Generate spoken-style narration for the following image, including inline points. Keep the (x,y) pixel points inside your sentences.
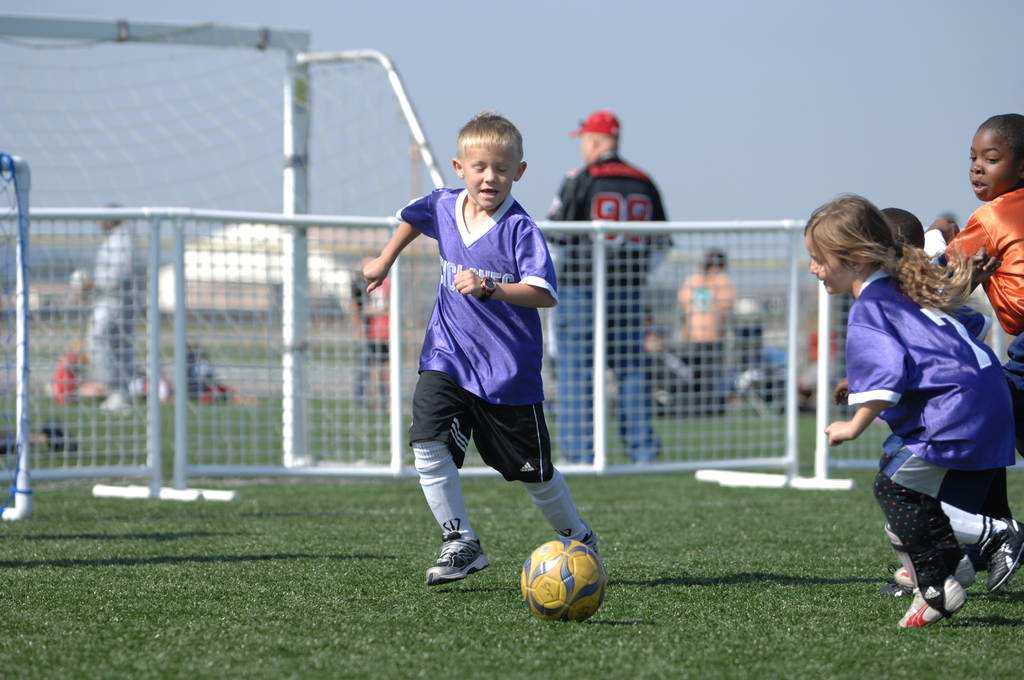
In this image I can see few children (886,590) and a football (537,564). Here I can see gate (32,248) and a goal post (247,88).
